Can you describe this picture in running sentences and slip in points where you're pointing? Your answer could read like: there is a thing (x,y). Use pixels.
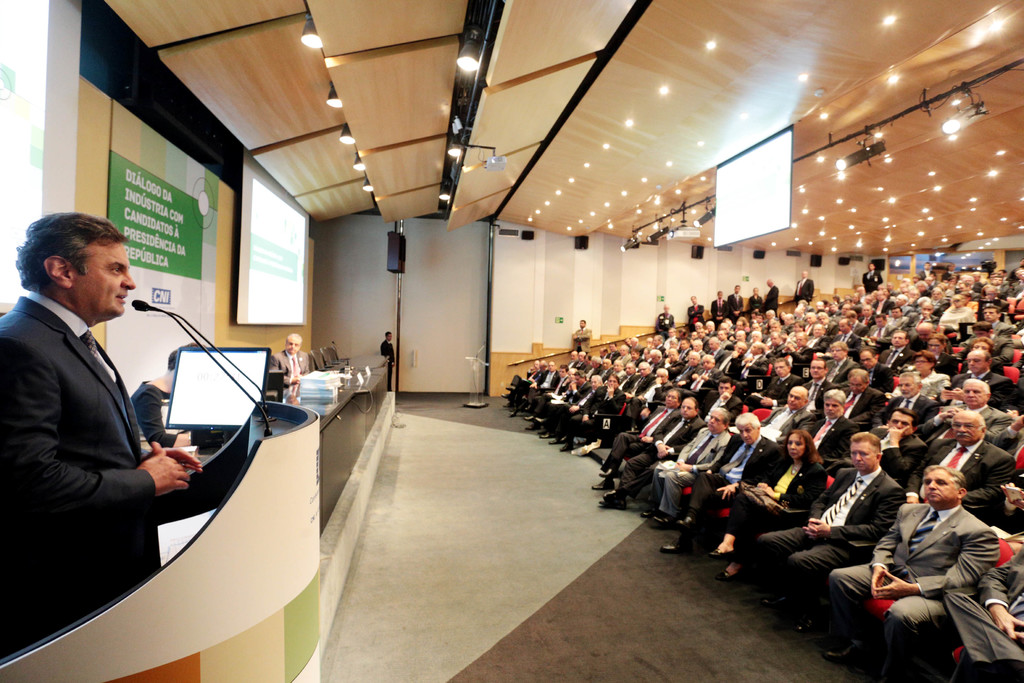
This is picture of the auditorium (726,376). here we can see audience (941,392) sitting on the chairs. This the roof (612,85) with lights (954,99). Here we can see one man (390,388) standing in front of the audience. there is one man (303,369) sitting on the platform (316,387) of the auditorium (328,373). Here we can see a man (89,597) in black attire (94,473) standing and giving a speech to the audience (762,399). This a monitor (235,402). This is the mike (199,341). This is the projector screen (299,257). This is the floor (533,561). We can also see few men (720,313) standing on the background of the picture (811,283).
